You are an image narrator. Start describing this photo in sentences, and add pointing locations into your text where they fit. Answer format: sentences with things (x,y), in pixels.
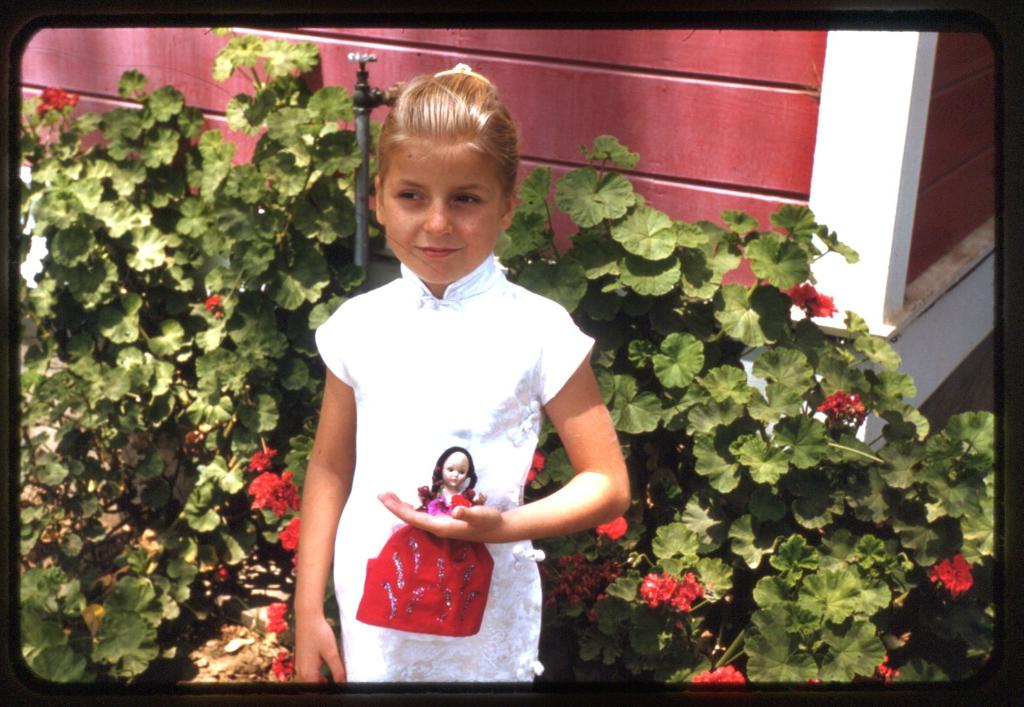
In this image there is a girl (424,435) holding a doll (447,491) in her hand (473,512), behind the girl (415,398), there are flowers (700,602) and leaves (208,375) of a plant (340,217) and there is a tap (361,104) on the wall (625,133).
